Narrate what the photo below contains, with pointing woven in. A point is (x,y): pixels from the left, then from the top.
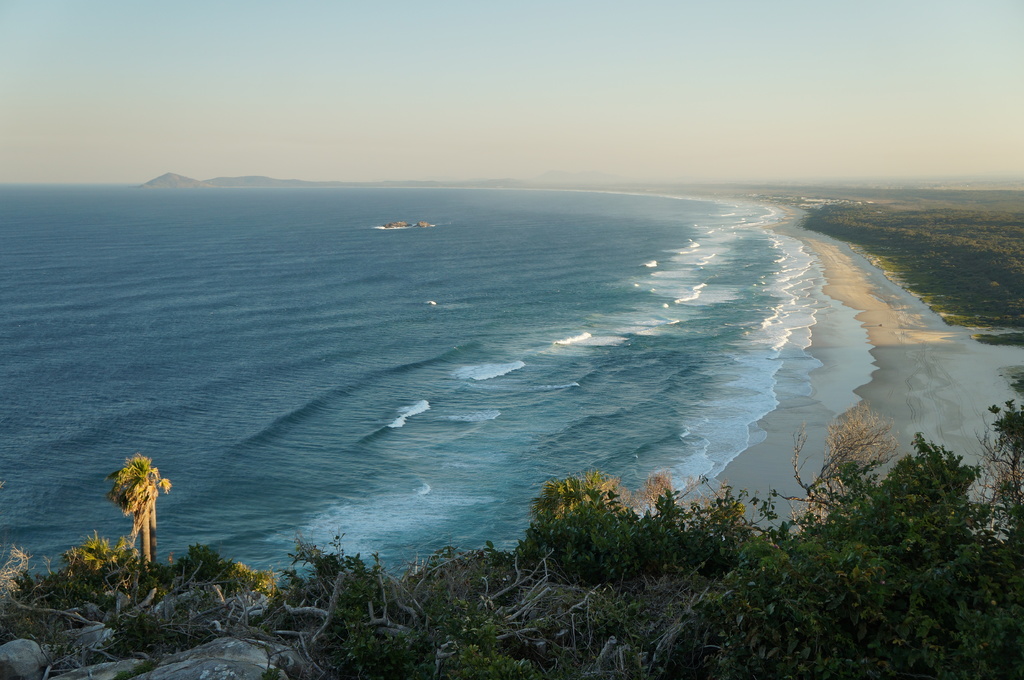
In this image, we can see the sea (262,298). At the bottom of the image (478,633), we can see few plants (563,630) and stone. Right side of the image (967,278), there is a sea shore (841,340) and trees (871,241). Background (170,107) we can see hills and sky (548,107).
